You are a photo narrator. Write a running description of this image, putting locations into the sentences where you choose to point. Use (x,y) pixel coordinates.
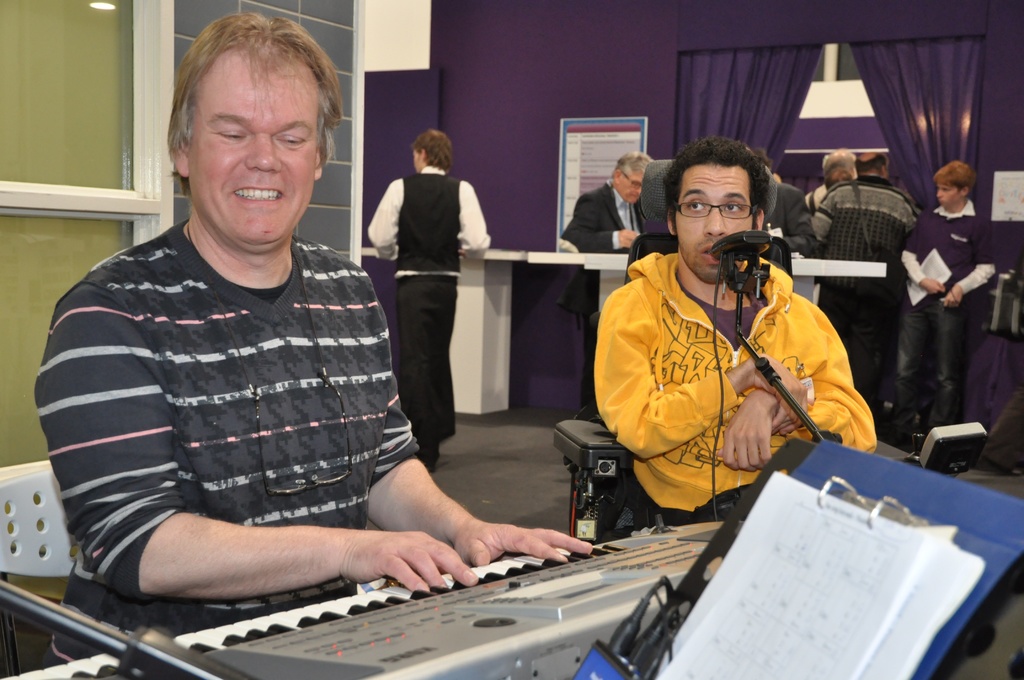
In this picture, man (312,383) in black t-shirt (372,478) is playing keyboard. Beside him, man (785,365) in yellow jacket (677,388) is talking on microphone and behind them, we see many people (576,230) standing near the table (606,263). Behind them, we see a purple wall (595,72) on which white board (620,144) is placed. We even see purple color.
